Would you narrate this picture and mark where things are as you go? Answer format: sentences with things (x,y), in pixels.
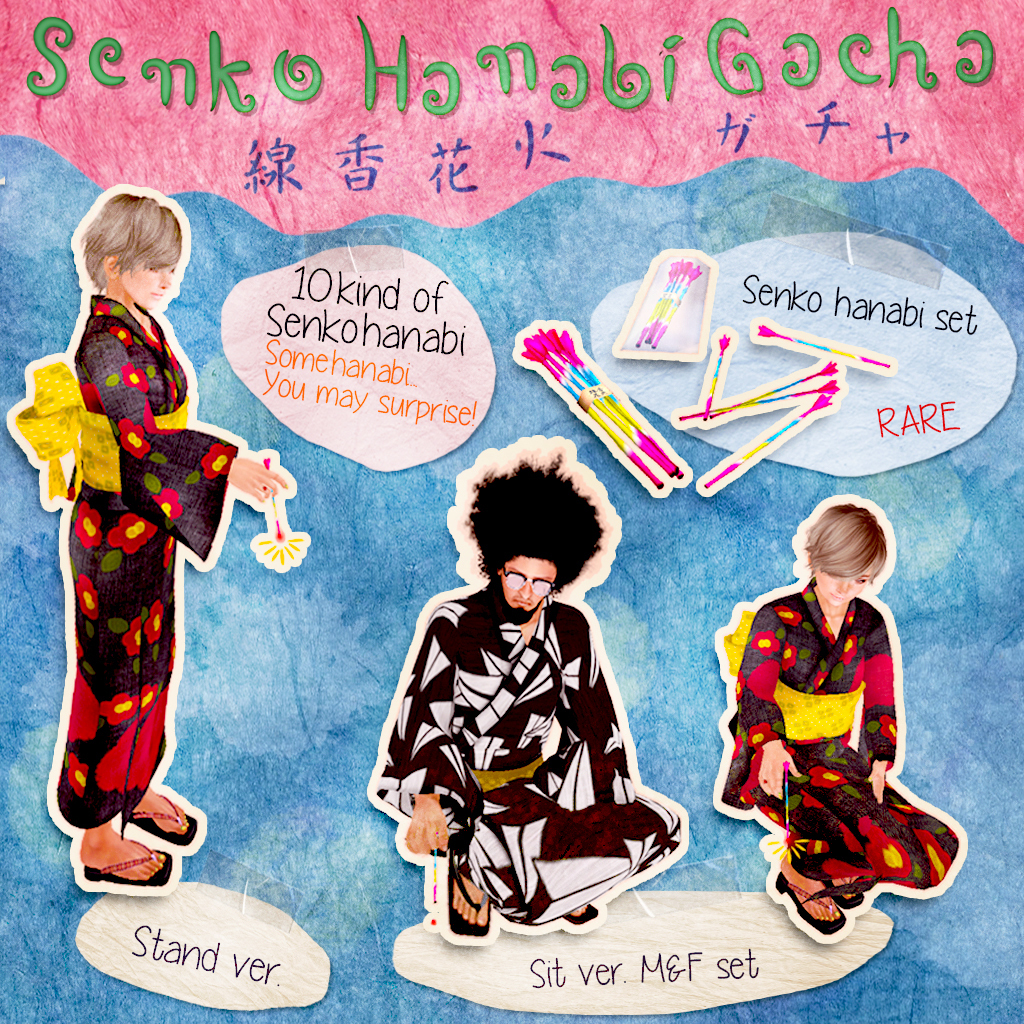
It is a painting image. In the image in the center (536,618) we can see three persons stickers (439,618) were pasted on the painting (656,730). And we can see something written on the painting (675,403).
